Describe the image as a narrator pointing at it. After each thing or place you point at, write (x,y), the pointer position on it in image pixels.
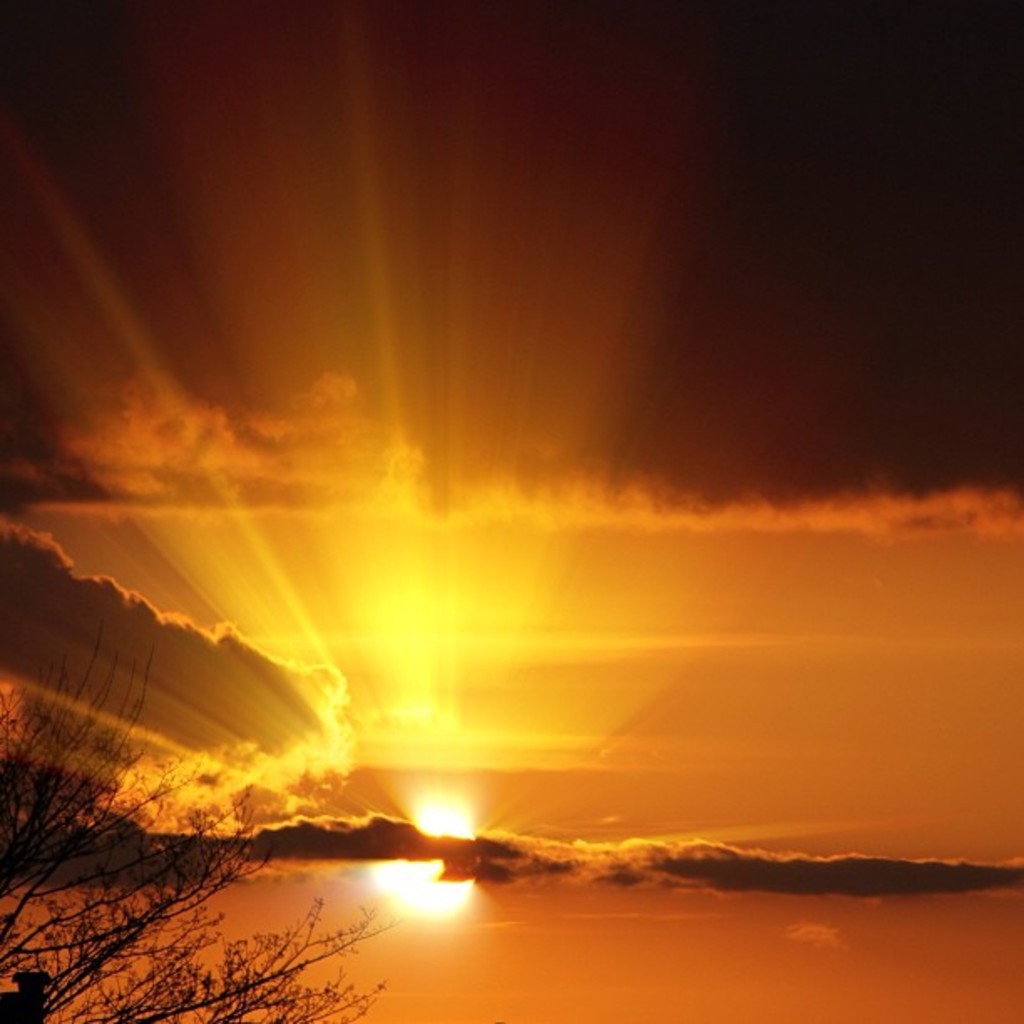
In this image I can see a tree (60,854), the sky (261,871) and the sun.
